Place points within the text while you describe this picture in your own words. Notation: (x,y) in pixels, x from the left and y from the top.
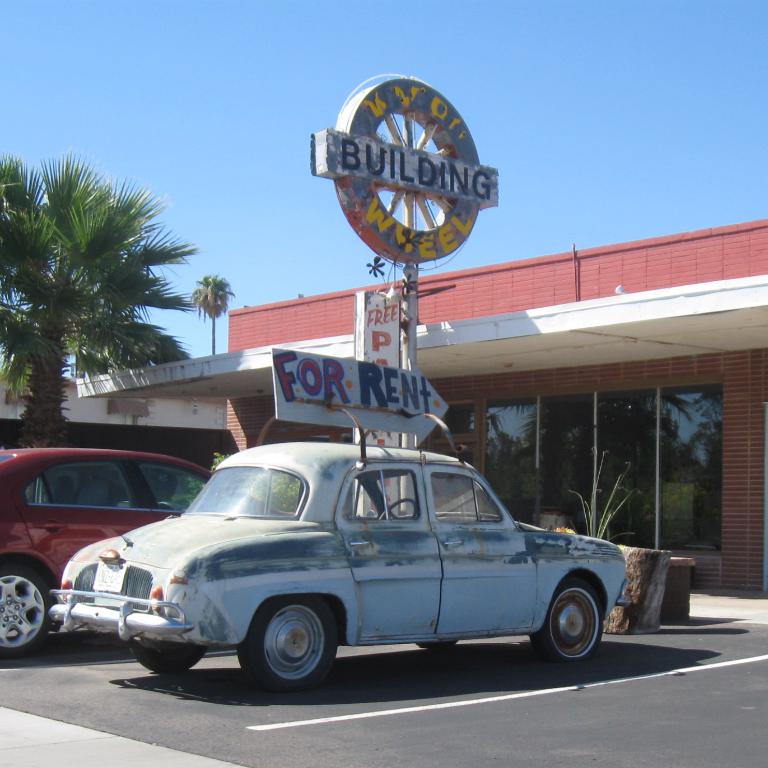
At the bottom of the image (505,727) there is a road (645,693) with cars (159,500). There is a pole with logo (383,236) and a name board (390,392). In the background (202,443) there is a building (699,336) with walls (481,309), roofs (679,293) and glass doors (637,485). Also there is a tree (39,249). At the top of the image (199,159) there is a sky (199,125).
